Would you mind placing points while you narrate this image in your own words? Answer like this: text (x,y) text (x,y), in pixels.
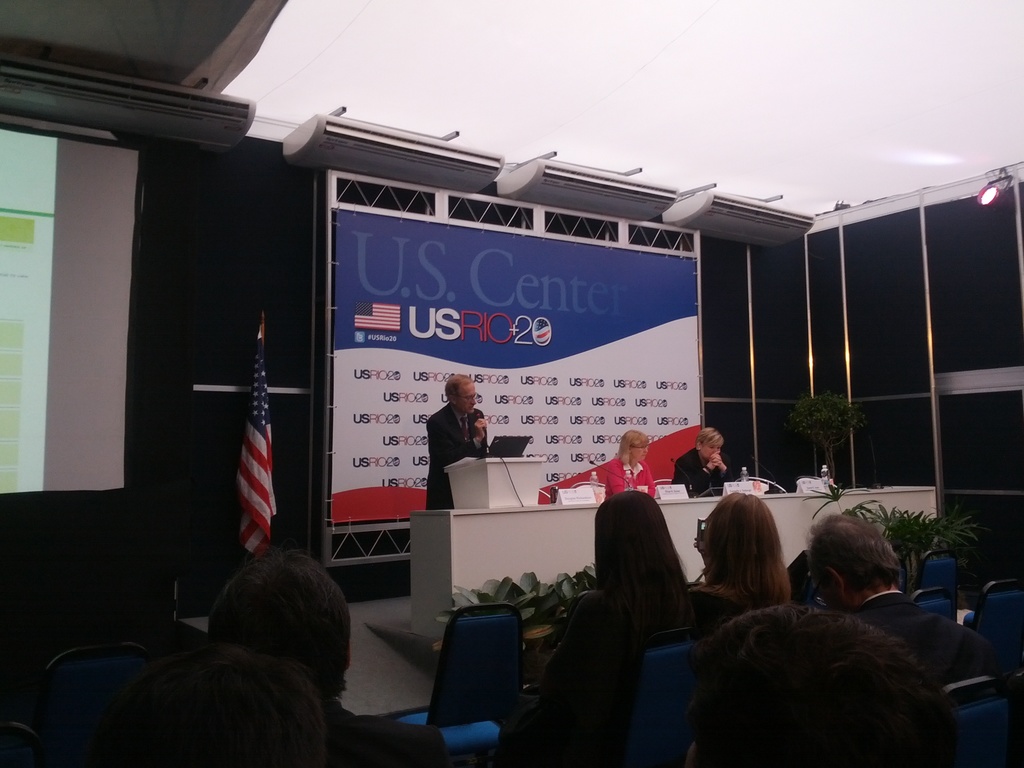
In this picture we can see a man (443,464) is standing behind the podium (452,478). In front of the man (454,446) there is a table (562,515) and groups of people (288,670) are sitting on chairs (495,632) and on the table (544,509) there are name boards (590,494) and bottles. On the right side of the people (841,541) there are house plants (956,534). On the left side of the people (863,524) there is a flag (269,508) and projector screen (95,412). Behind the man (454,424) there is a banner (519,270).
